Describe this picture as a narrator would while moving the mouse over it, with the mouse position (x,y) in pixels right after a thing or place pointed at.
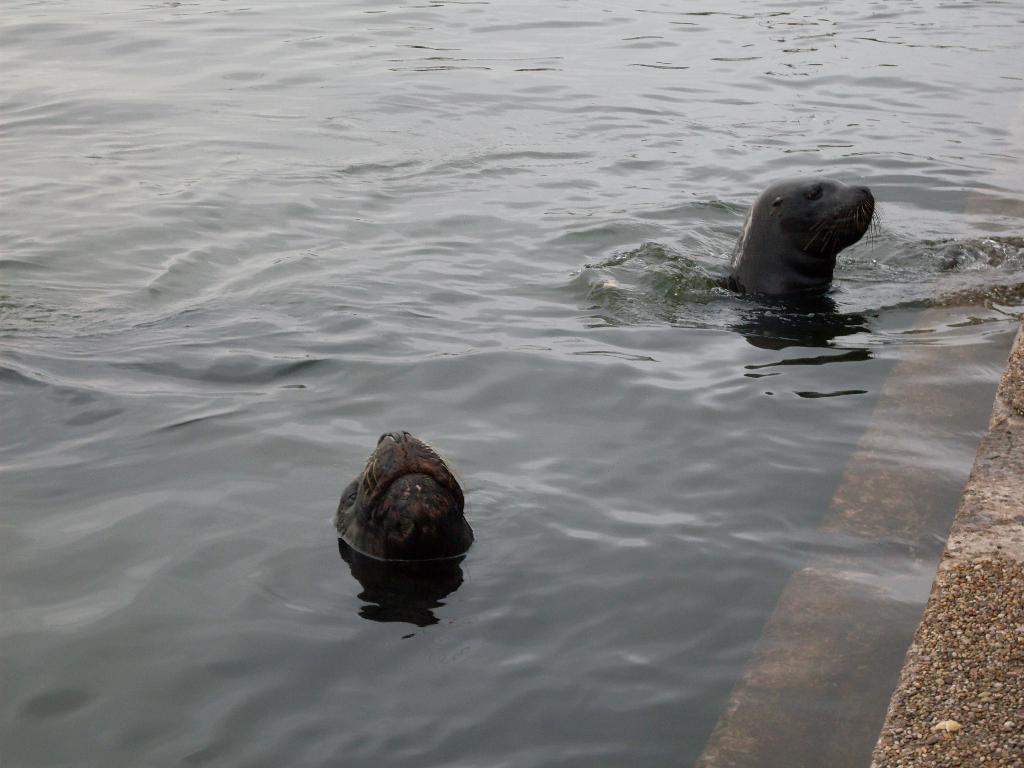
In the image we can see water (938,250), in the water (856,339) there are two seals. In the bottom right corner of the image (805,697) there are some steps (1014,483).
